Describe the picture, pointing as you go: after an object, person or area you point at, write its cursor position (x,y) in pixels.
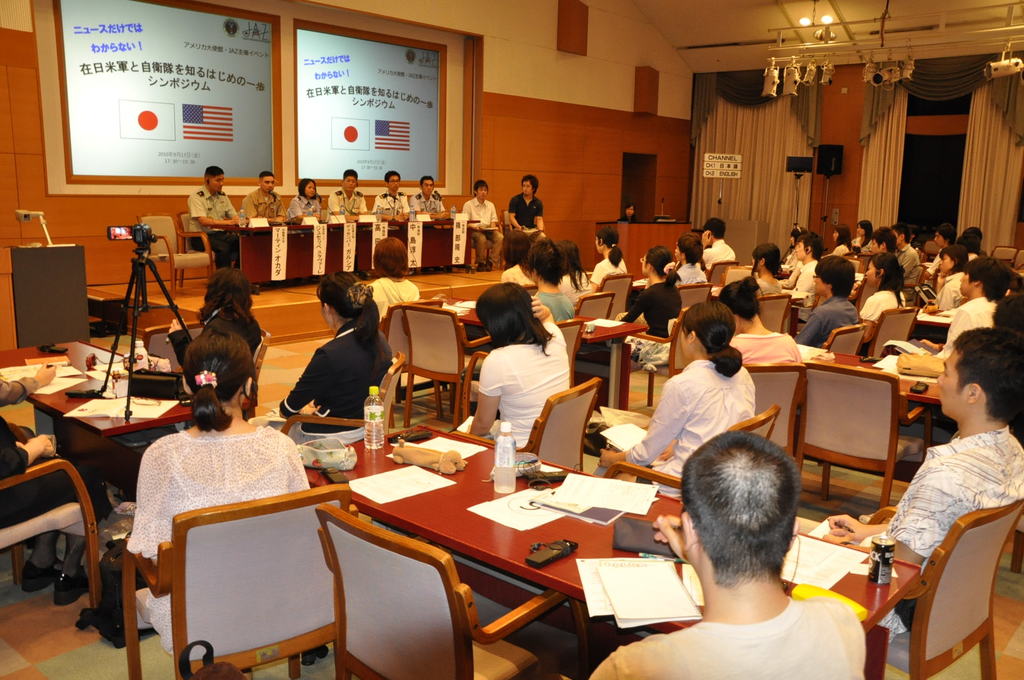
In this picture there are many people (352,346) sitting in the chairs (579,389) around a table (577,597) on which some papers (594,591), remotes (576,553) were placed. In this room (816,310) there are men (837,281) and women (344,399) in this group (710,637). There is a video camera (148,236) with a tripod (142,274) here. In the back ground (208,211) there are some people (256,215) sitting in the chairs (181,226) in front of a table (341,236) on the stage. In the background (557,112) there is a wall (540,109) here and some curtains (735,133).
